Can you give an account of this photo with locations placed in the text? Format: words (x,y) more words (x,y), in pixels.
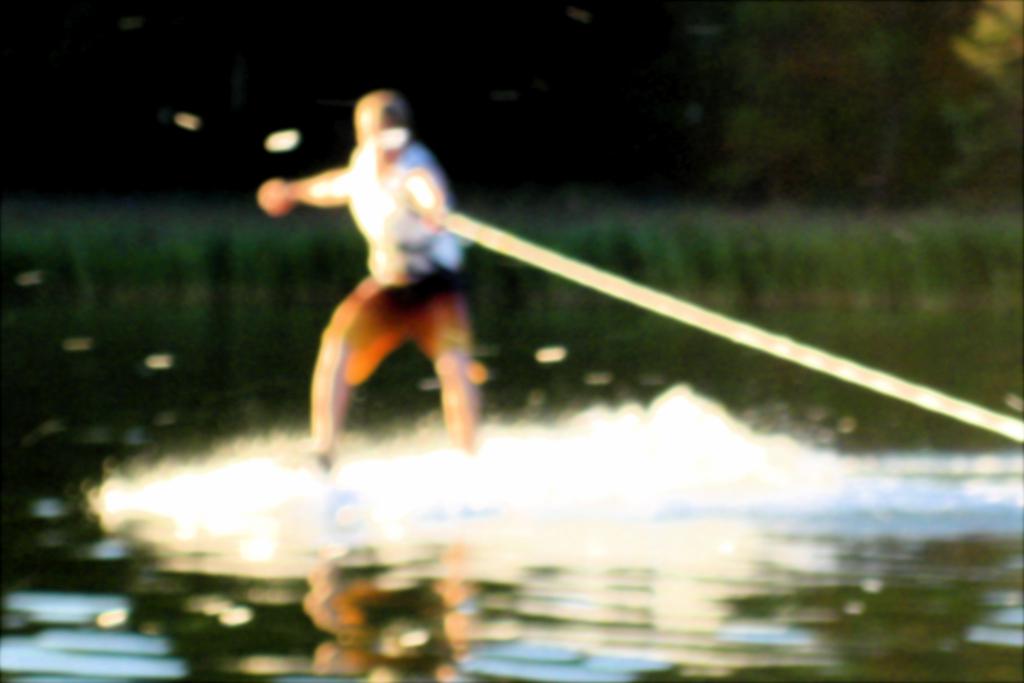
In this picture I can see a person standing on an object (369,520) which is on the water (495,443), and holding a rope (745,334), and in the background (541,183) there are trees (43,67).
